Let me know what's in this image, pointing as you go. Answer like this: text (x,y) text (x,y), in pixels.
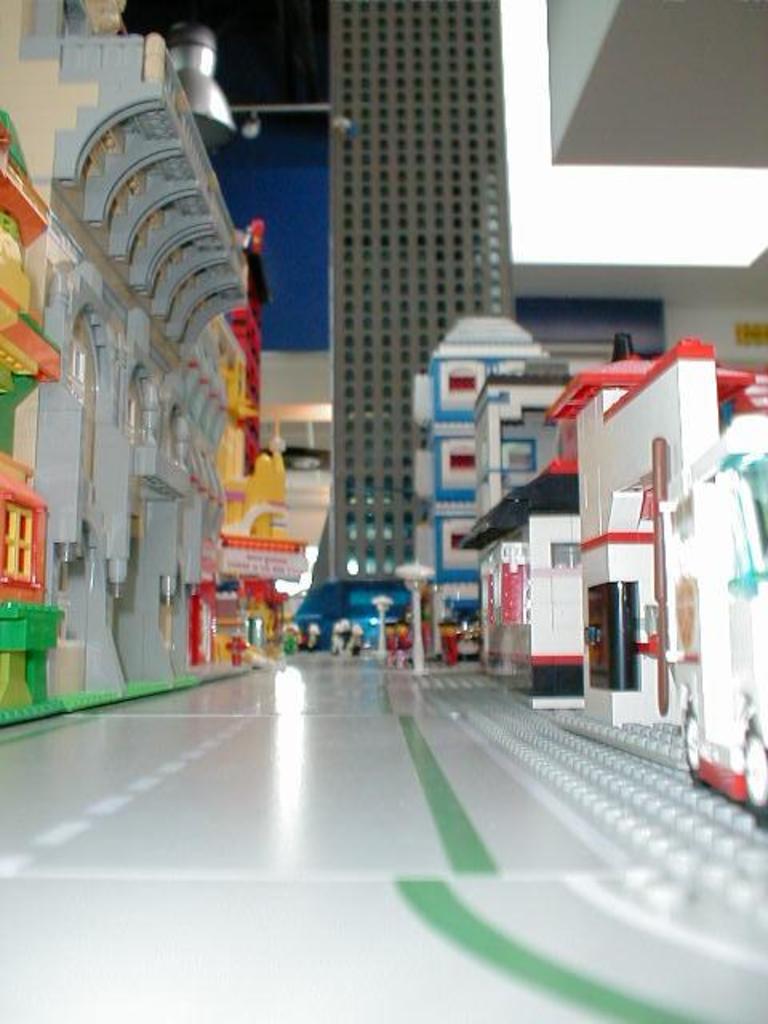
In this image, we can see miniature building models (580,399).
